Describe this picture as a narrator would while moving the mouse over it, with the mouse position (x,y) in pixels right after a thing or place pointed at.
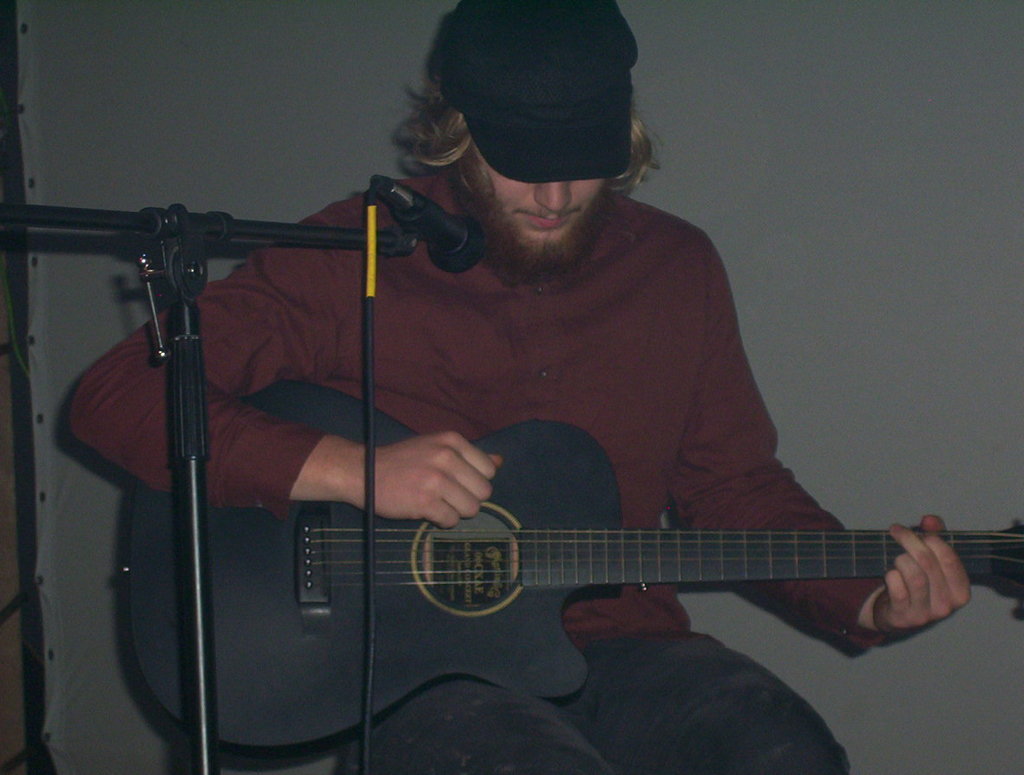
In this image there is a man (593,348) in the center (518,501) sitting and holding a musical instrument (524,563). In front of the man (507,369) there is a mic (197,456) and the man (544,157) is wearing a black colour hat (558,106). In the background (274,76) there is a white colour curtain (718,232).
